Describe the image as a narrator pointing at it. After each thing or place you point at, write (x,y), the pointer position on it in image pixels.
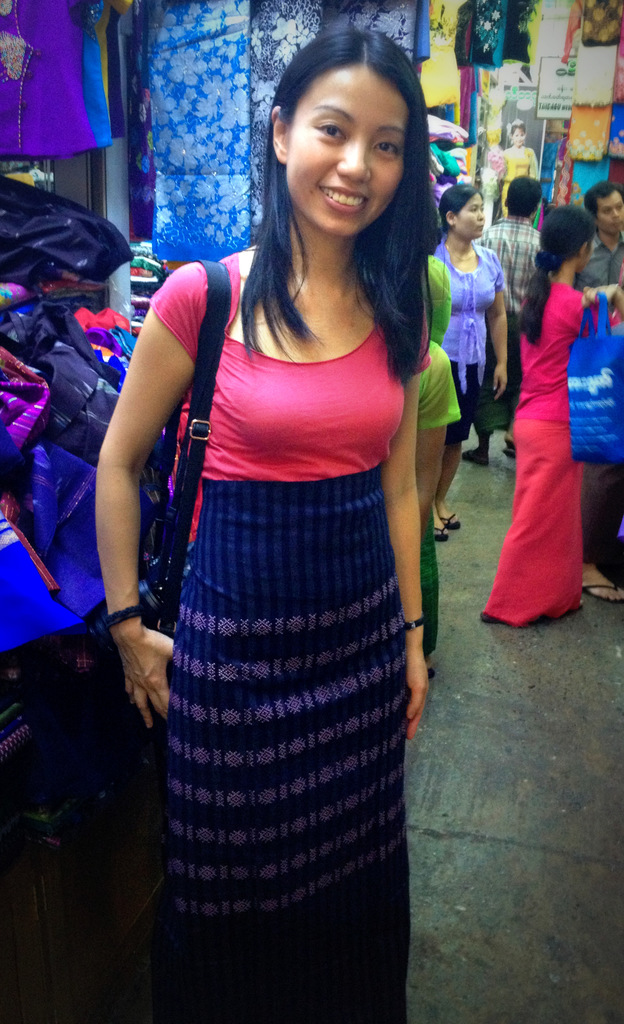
In this image in front (122,551) there is a person (290,357) wearing a smile on her face (325,181). Behind her there are few other people (525,576) standing on the road (452,645). In the background of the image (152,135) there are cloth stores (106,298).
